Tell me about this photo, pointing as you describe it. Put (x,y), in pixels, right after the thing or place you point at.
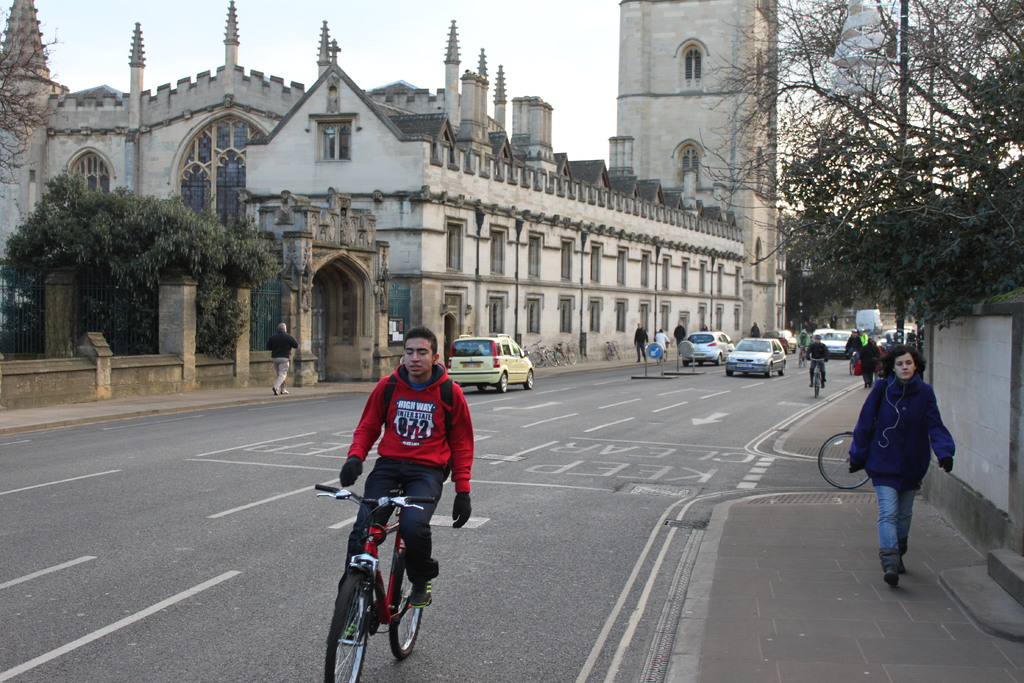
In this picture, it seems to be a road side view, where public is walking through the foot path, there is a boy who is at the left side of the image (341,680), is riding the bicycle (369,628) and there are cars (454,351) on the road (62,448) and there are some buildings (330,223) around the area of the image.
